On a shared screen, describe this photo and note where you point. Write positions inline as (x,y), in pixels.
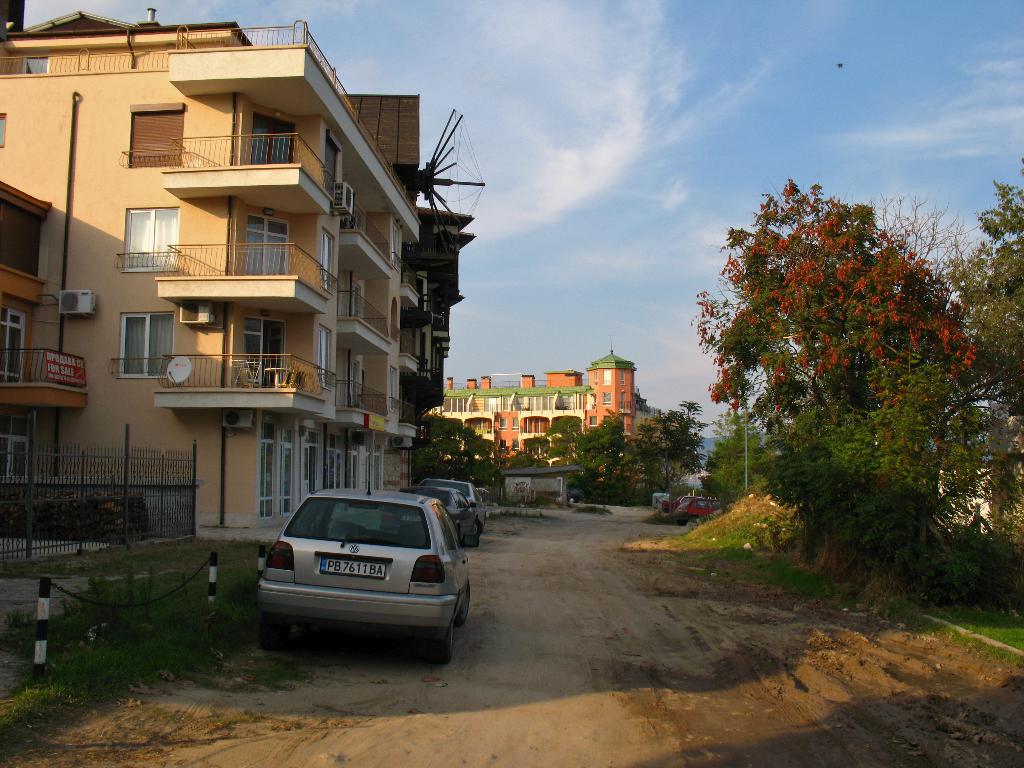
In this picture I can see vehicles (454,550) on the ground (486,593). On the left side (233,322) I can see buildings (286,408), fence (162,531) and sky (425,120). On the right side (784,386) I can see trees (879,344) and grass (942,610).
